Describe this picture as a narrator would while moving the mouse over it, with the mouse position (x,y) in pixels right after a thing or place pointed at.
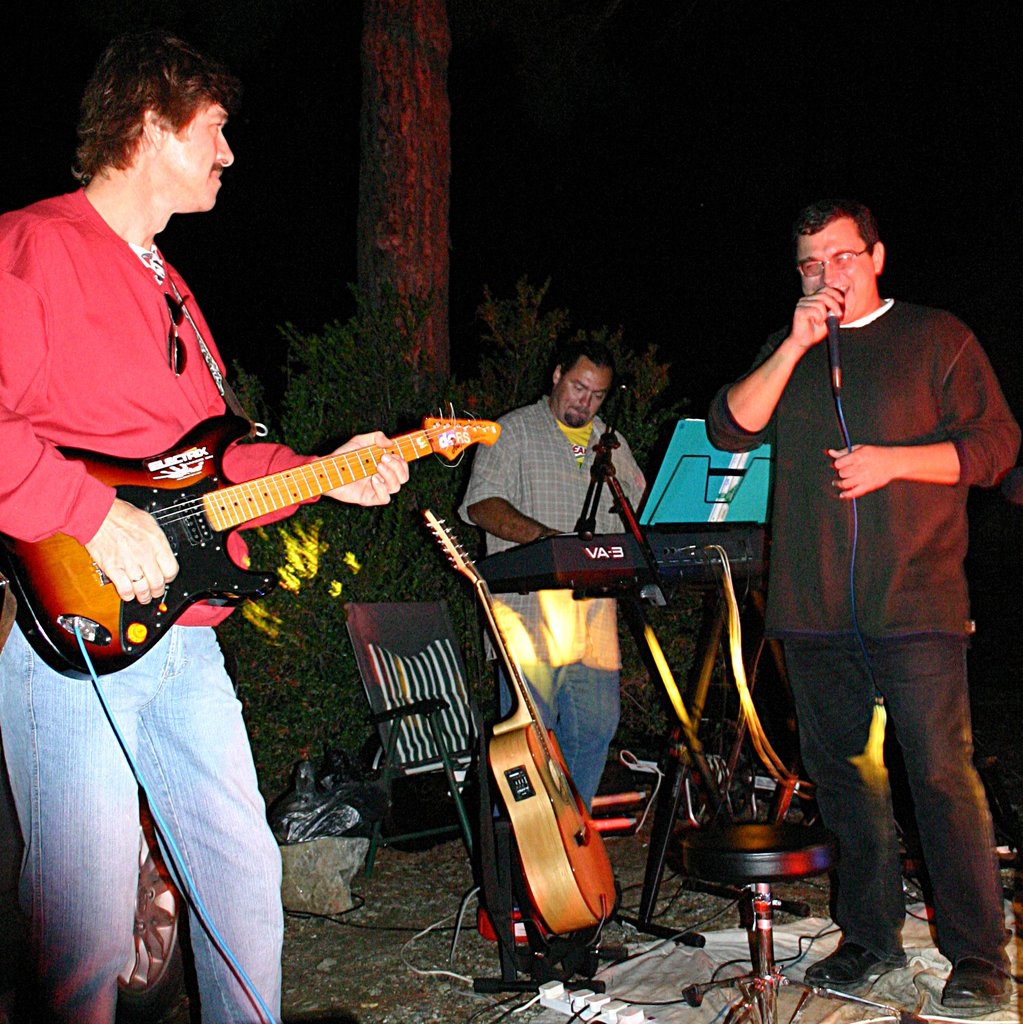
In this picture there are people (913,309) those who are playing the music, the person (822,212) who is standing at the right side of the image (841,209) he is singing in the mic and the person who is standing at the left side of the image (155,478) he is playing the guitar (245,496) and the person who is standing at the center of the image (563,545) he is playing the piano (624,542), it is night time and there are some trees (496,350) around the area.
